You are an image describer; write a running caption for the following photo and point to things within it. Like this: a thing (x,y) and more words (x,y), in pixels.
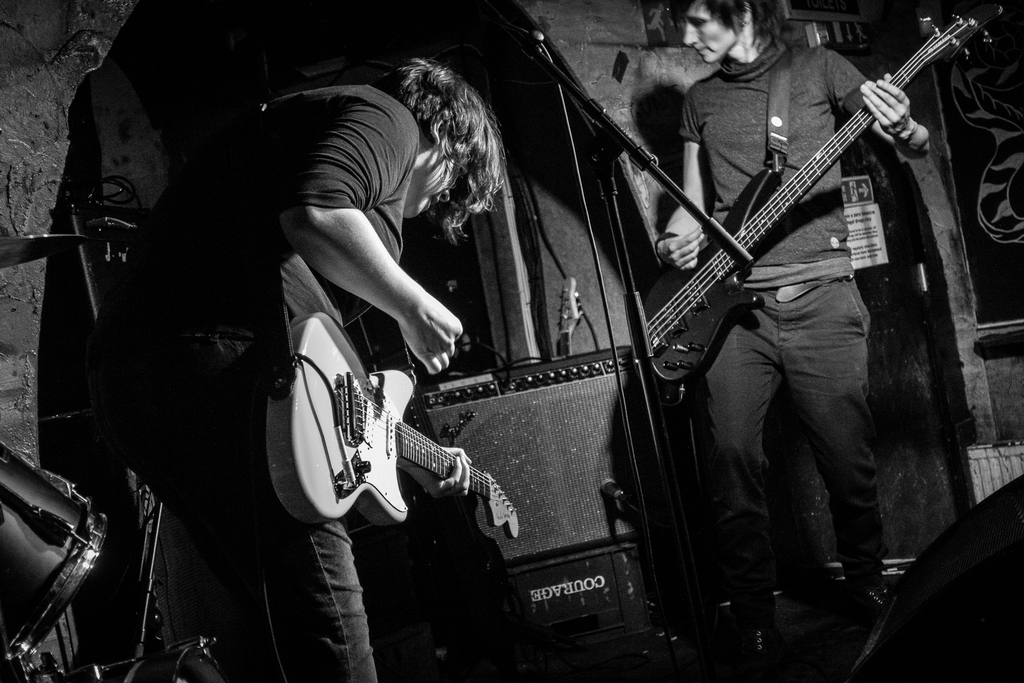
In this picture there are two men (432,297) who are playing a guitar (774,203). There is a drum (27,582).
